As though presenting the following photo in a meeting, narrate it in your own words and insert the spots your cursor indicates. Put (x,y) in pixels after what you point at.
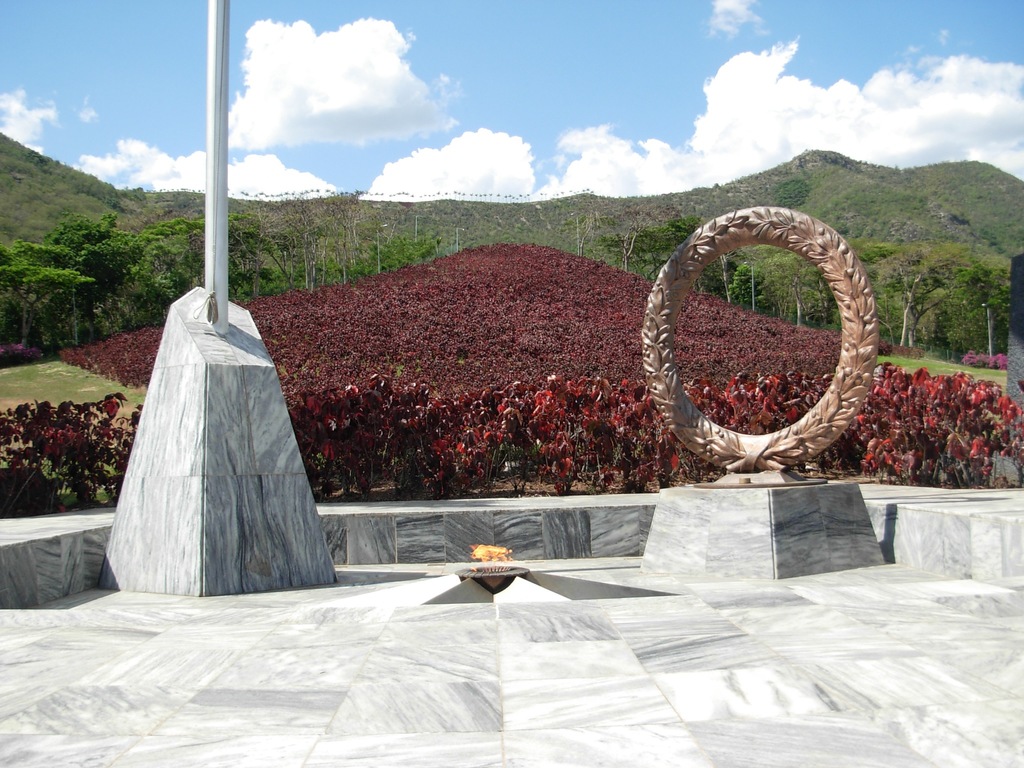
In this picture there is a pole (214,165) on the left side of the image (226,178) and there is a circle stone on the right side of the image (775,322) and there is flower field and trees (95,229) in the background area of the image (10,311).
